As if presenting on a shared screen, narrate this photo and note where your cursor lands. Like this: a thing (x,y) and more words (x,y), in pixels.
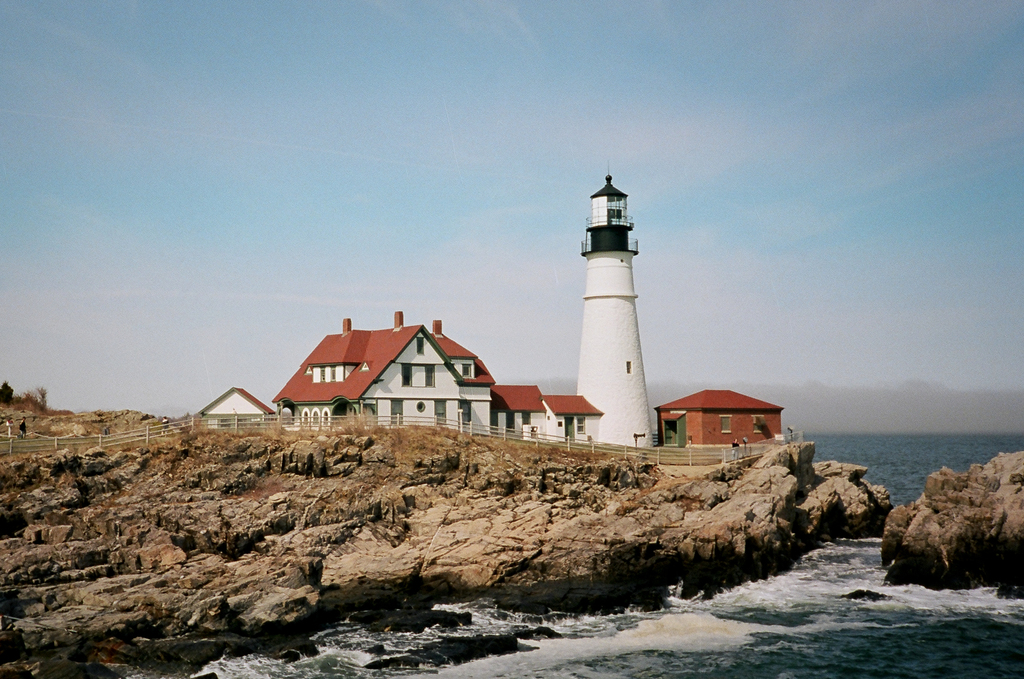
In the foreground of this image (659,623), there is water (594,622) and rocks (998,494). In the middle (640,407), there is a railing (290,418), lighthouse (604,436) and buildings (661,431). At the top (535,99), there is the sky (539,91).
